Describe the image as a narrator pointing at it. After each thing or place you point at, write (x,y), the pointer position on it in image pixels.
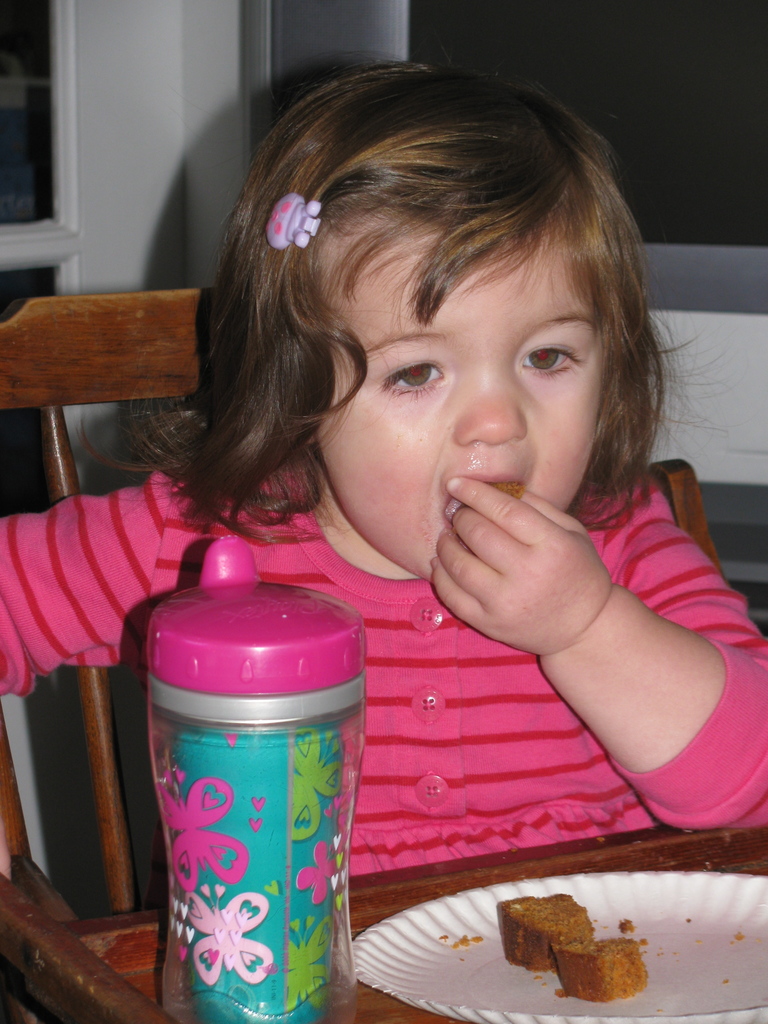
In the image there is a girl (445,379) sitting and eating. In front of her there is a table (718,855). On the table (443,881) there is a plate (586,905) with food items (557,899). Beside the plate (575,957) there is a bottle (265,706). Behind the girl (302,531) there is a glass window (0,301).
